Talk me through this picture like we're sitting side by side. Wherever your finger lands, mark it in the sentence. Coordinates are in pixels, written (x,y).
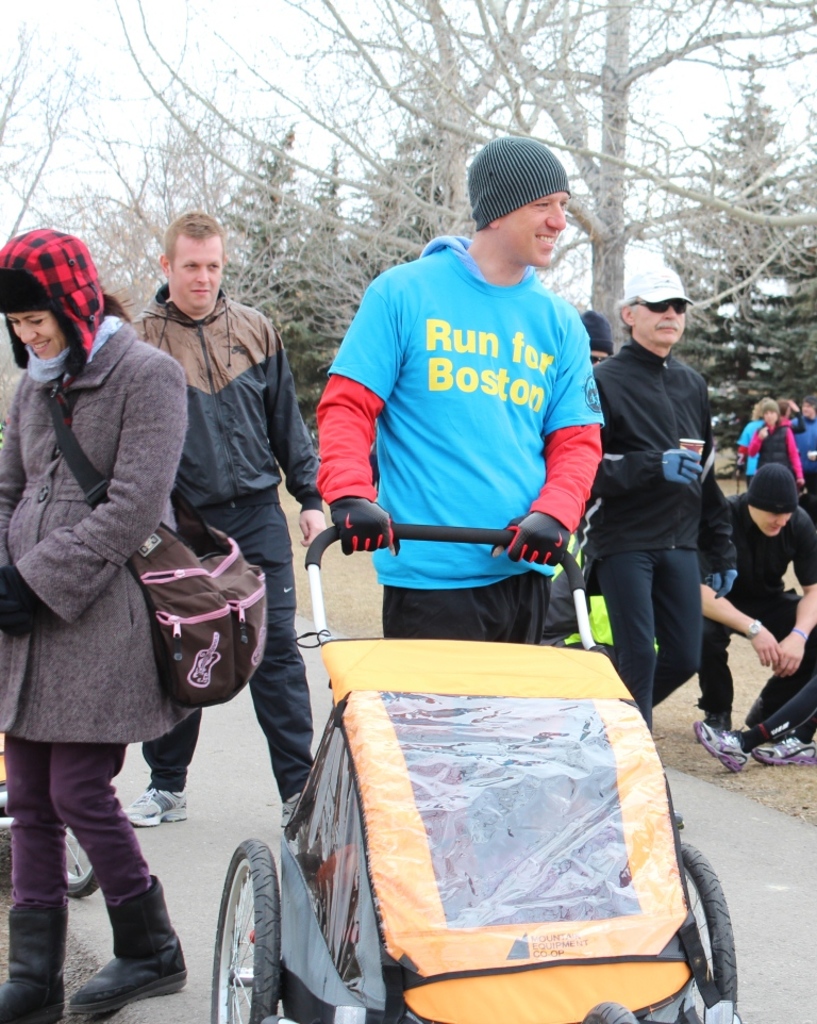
This image is taken outdoors. At the top of the image (214,40) there is the sky (347,39). In the background (365,267) there are many trees (361,226) with leaves (310,303), stems (607,231) and branches (739,288). In the middle of the image (428,474) a few people (152,450) are walking on the road (182,852) and a few (713,531) are standing on the ground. A man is holding a baby carrier (431,704) in his hands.
